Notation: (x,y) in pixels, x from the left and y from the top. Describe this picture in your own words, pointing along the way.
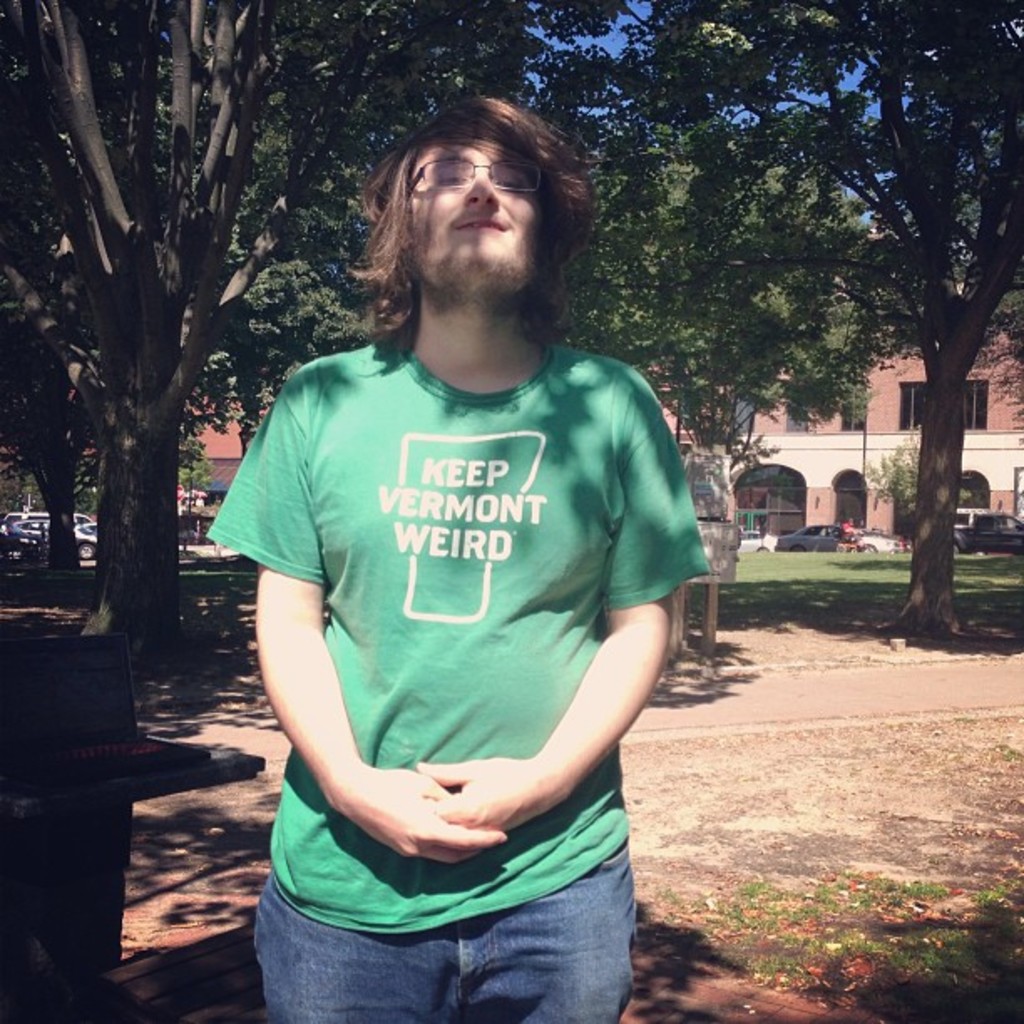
In this image in the front (523,592) there is a person (467,699) standing and smiling. In the background (991,393) there are trees (825,178), cars (870,537) and buildings (739,506) and there's grass (848,559) on the ground (848,559).
